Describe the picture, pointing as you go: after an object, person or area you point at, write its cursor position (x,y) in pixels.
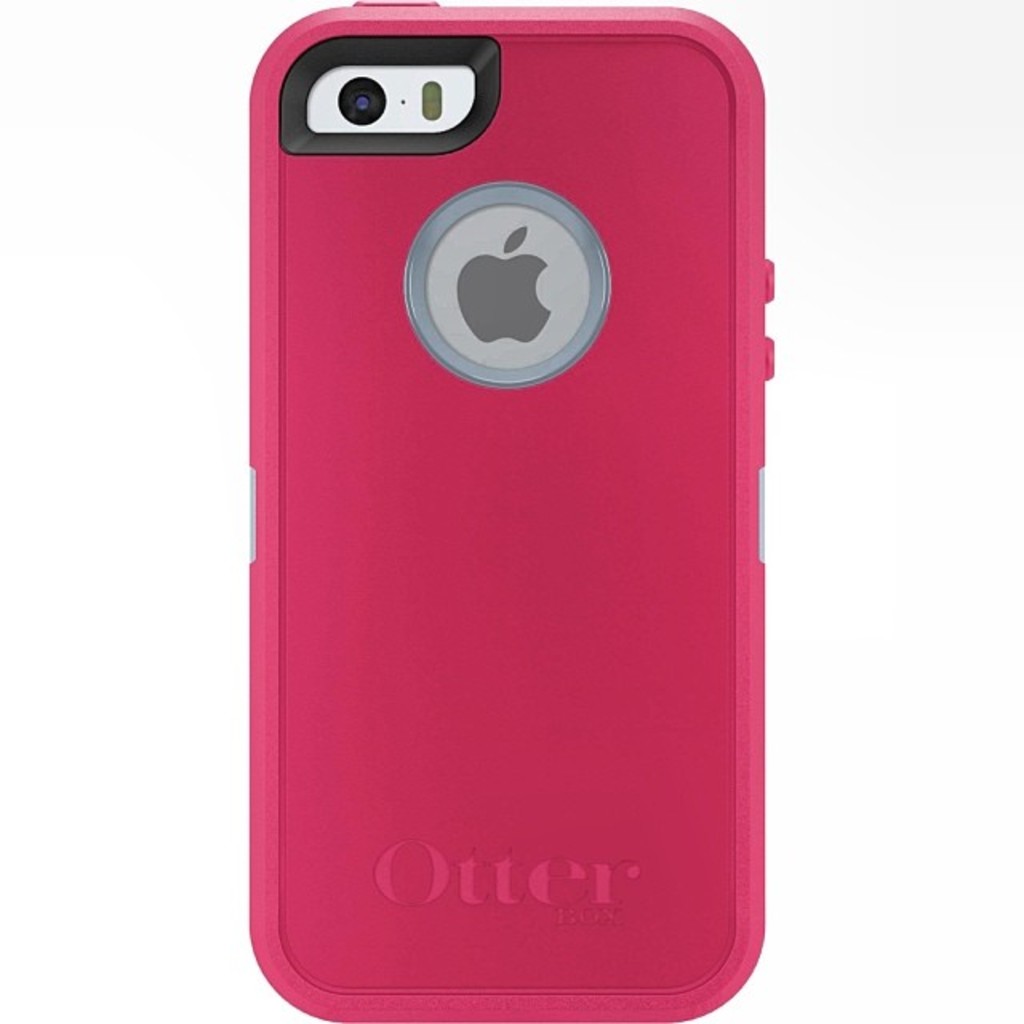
In this image there is a back side (573,510) of the mobile phone (436,453) which is pink in colour.
